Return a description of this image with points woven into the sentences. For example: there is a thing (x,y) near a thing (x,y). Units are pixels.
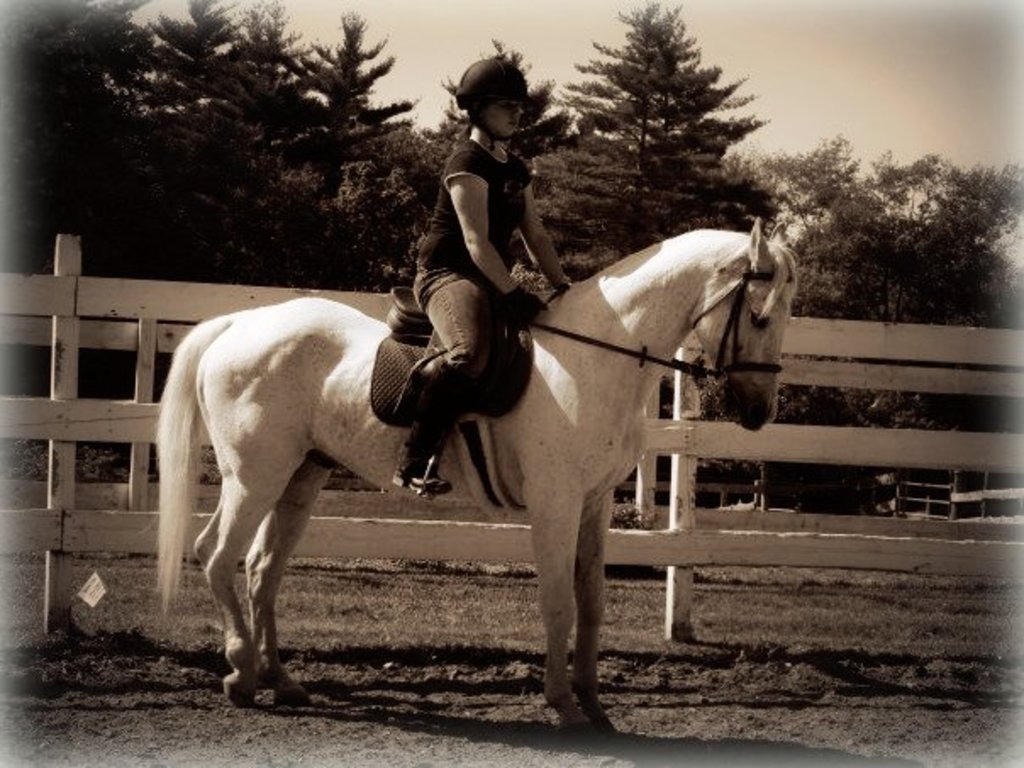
A person (451,322) is sitting on a white horse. Behind there are trees (276,150) and a sky (393,35).
